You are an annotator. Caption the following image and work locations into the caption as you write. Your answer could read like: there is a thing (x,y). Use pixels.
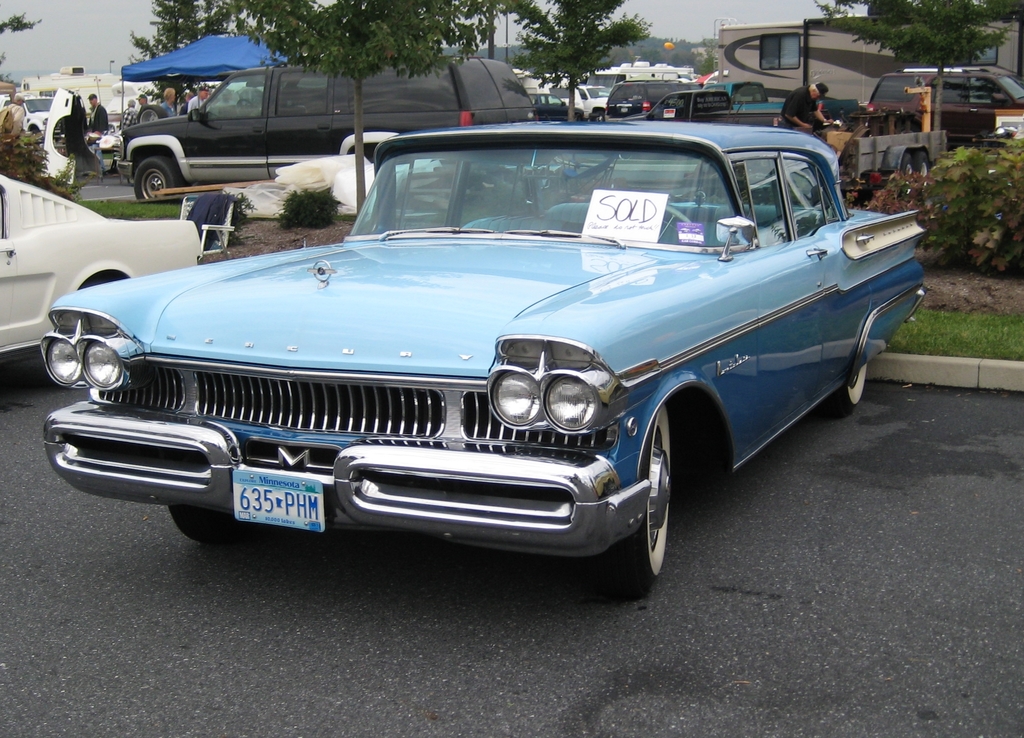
In the center of the image (426,380) we can see a vehicle (444,447) with a number plate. And we can see the paper (601,207) with some text (609,227) on the front glass (575,223) of a vehicle (567,243). In the background (360,39), we can see the sky (659,36), trees (637,26), plants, grass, vehicles (857,65), one tent (161,68), few people (206,89) and a few other objects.
